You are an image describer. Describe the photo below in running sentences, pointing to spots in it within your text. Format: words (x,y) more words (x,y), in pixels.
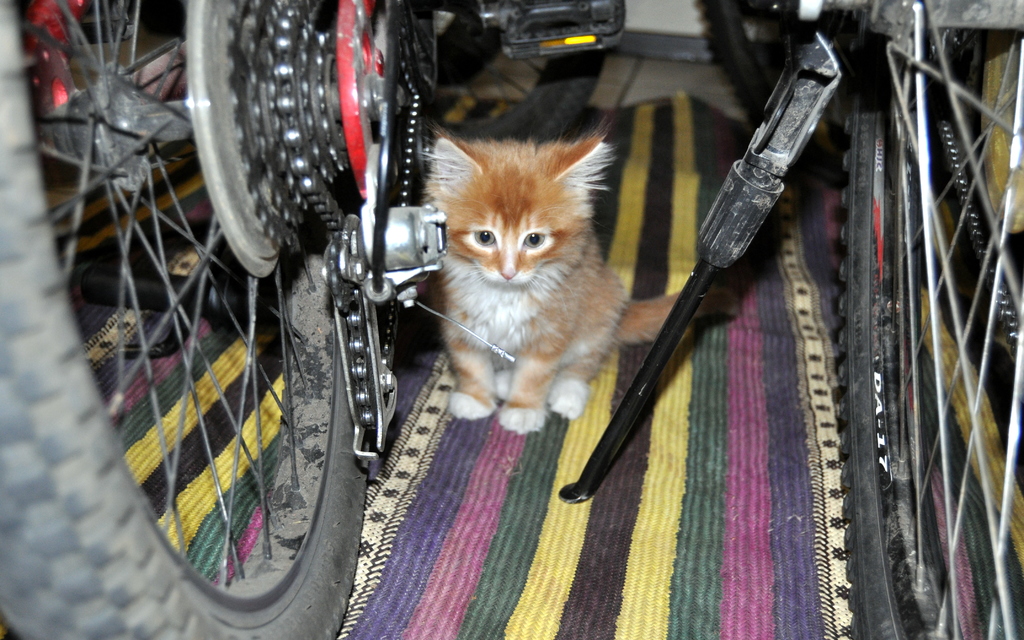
In this picture I can see a cat (526,355) is sitting on the mat (540,437). I can also see two bicycles (570,496).
